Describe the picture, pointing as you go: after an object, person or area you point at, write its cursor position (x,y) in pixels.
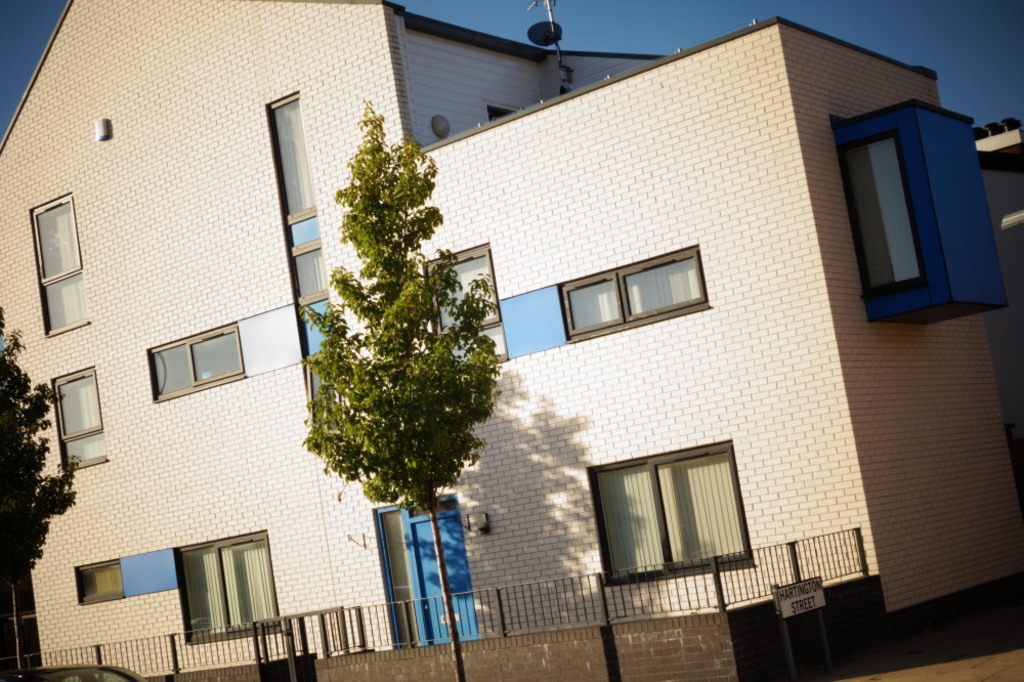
In this image in the middle (343,241) there is a building (336,252), wall (797,199), tree (398,405), window (596,509), door (425,571) and glass (649,293) and sky (613,35).
